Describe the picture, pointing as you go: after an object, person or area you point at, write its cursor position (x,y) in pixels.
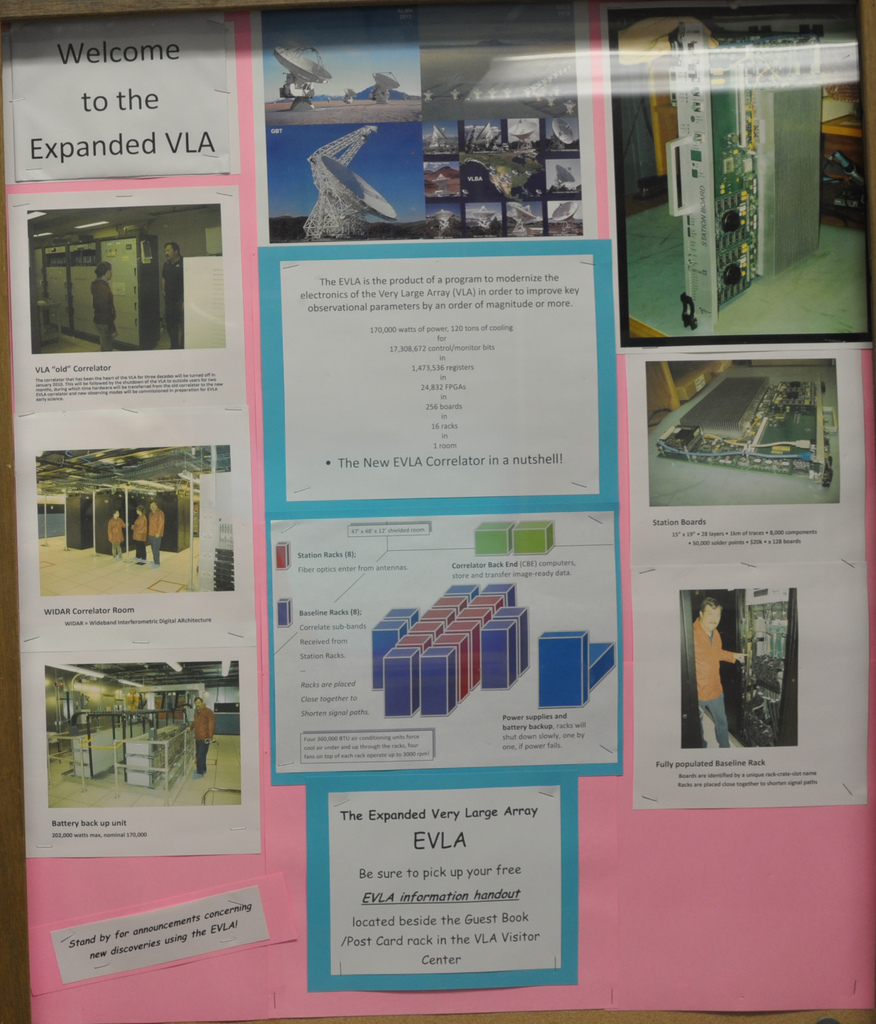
In this picture we can see some posters (241,892) on a pink chart (281,799).
